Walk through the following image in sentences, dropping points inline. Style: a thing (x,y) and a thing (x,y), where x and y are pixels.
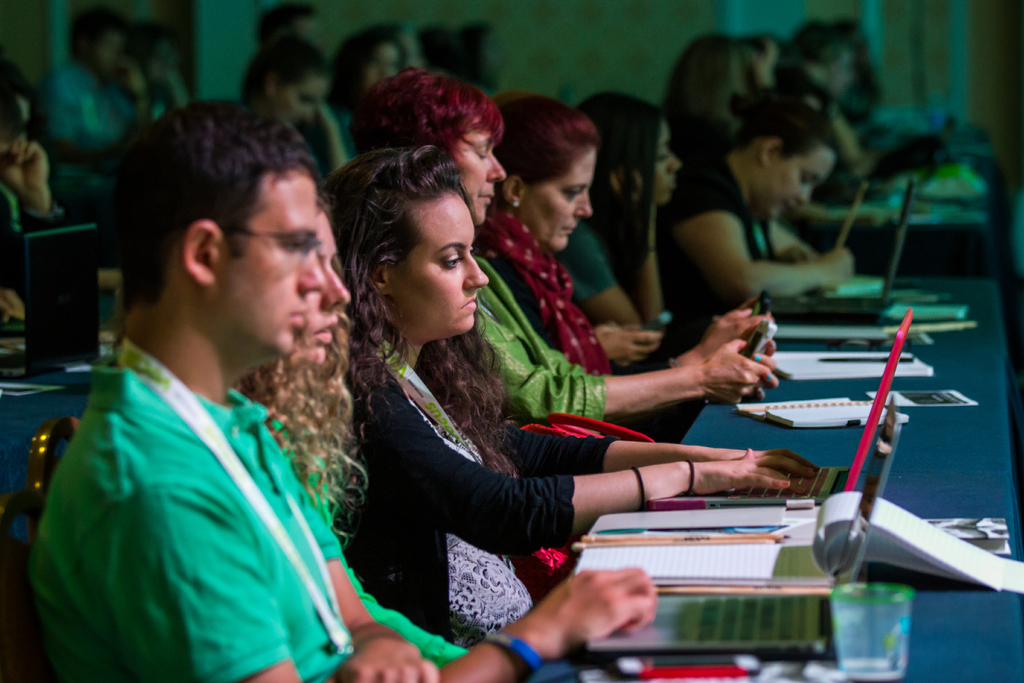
In this image I can see few people (568,255) are sitting and they are wearing different color dresses (423,458). I can see few laptops (843,472), books (807,519) and few objects (813,505) on the tables (28,401). Background (269,91) is blurred.
